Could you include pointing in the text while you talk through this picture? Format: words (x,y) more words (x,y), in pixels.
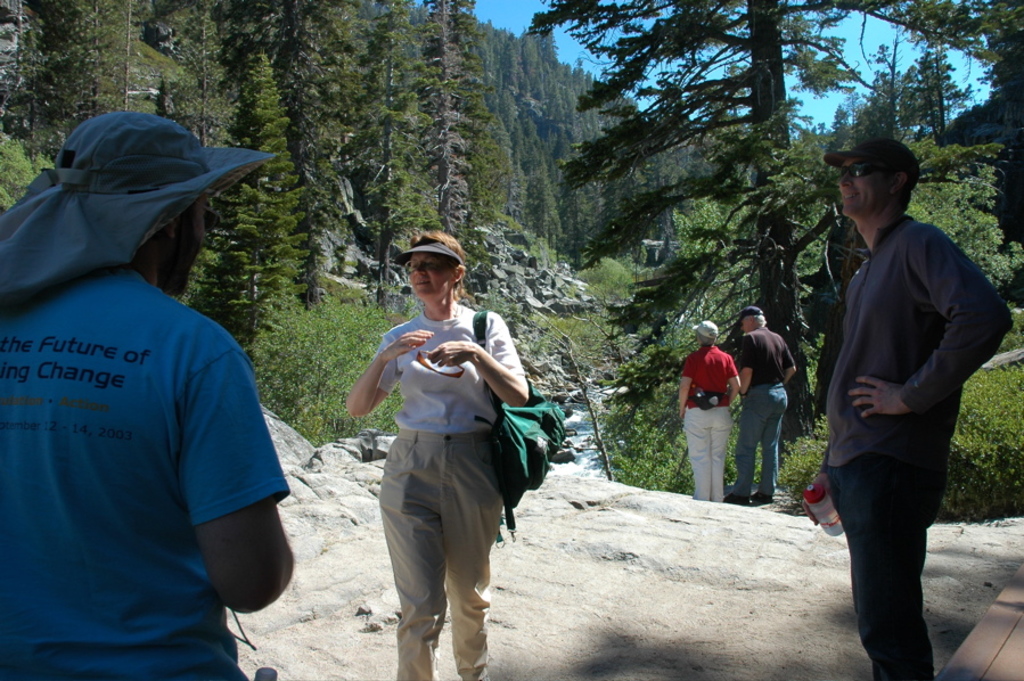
In this there are five persons (681,401) standing on a rock (687,637), in the background (665,262) there are trees (632,174).
